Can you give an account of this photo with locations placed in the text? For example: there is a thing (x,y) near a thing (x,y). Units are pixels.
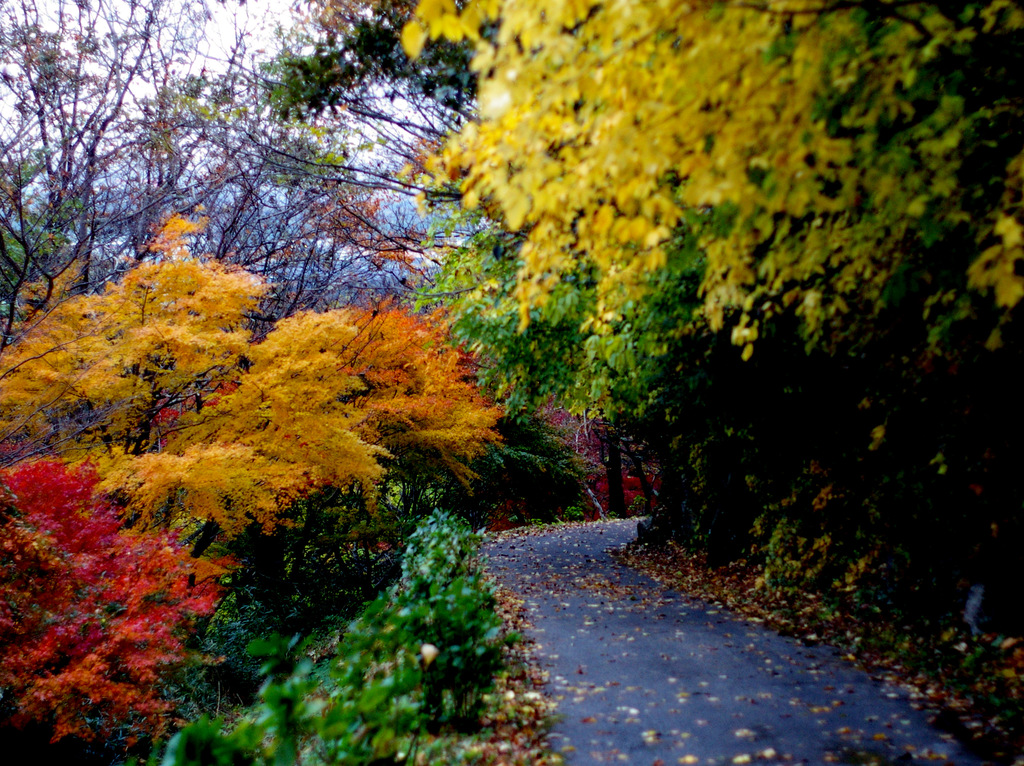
In the foreground of this image (649,613), there is a road (629,582) and on either side there are trees (304,592) with color leaves (313,460). In the background (264,35), there is the sky (258,30).
